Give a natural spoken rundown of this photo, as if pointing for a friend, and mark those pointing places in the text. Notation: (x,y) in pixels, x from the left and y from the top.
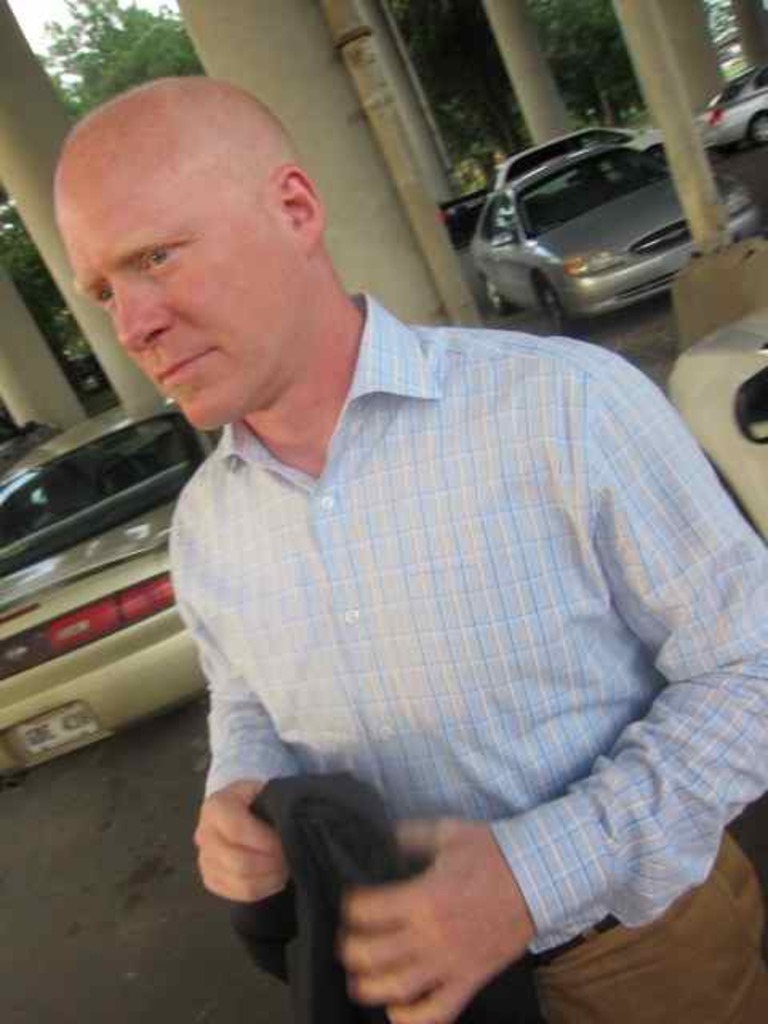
In this image we can see a man (287,391) holding something in the hand (281,859). In the back (111,58) there are cars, pillars (321,121) and trees (438,92).
